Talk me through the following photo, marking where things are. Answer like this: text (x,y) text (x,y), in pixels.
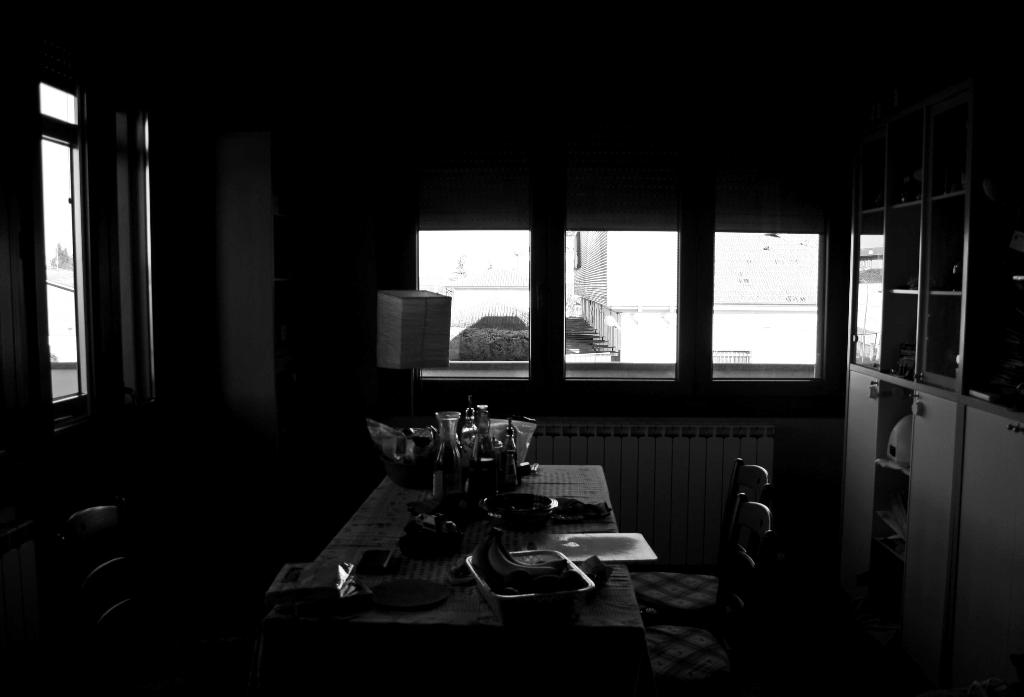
In this image I can see a dark view and I can see a inside view of a room (163,399), in the room (222,343) I can see a table (326,557), on the table (315,593) I can see bottles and bananas (531,569) and I can see a cupboard (888,332) and I can see a window (120,235) on the left side (121,340) and in the middle (515,342).
